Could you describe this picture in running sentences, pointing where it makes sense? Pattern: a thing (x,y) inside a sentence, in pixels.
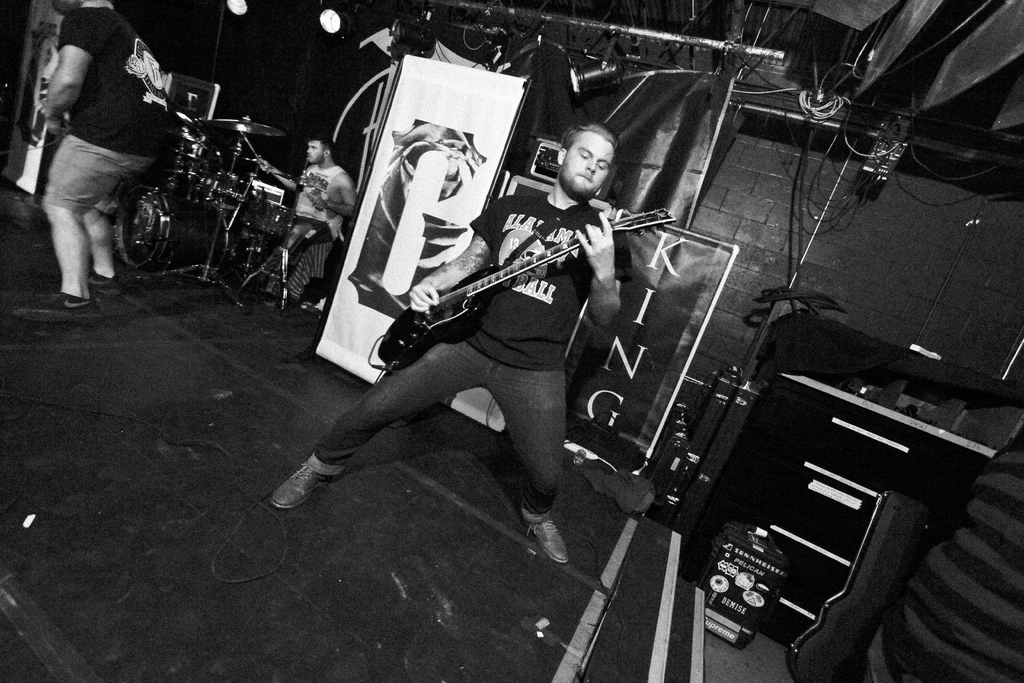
In this image there are three people (92,182). The person (582,213) in the middle (551,393) is standing and playing guitar (639,222), the person (295,272) at the back (316,180) sitting and playing drums (287,229), the person (140,44) standing at the left (111,101) is playing guitar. At the top (337,10) there are lights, and at the right side of the image (750,427) there are speakers (770,456), at the back (383,176) there is a banner (400,183).
